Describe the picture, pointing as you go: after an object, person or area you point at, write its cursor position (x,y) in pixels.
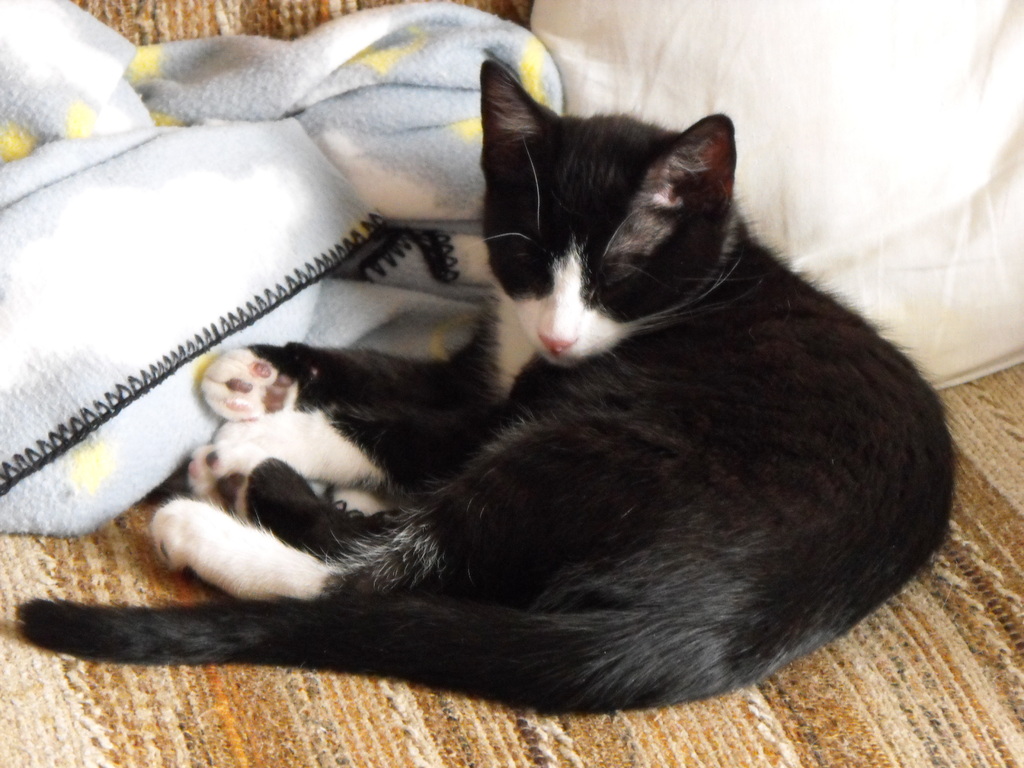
In this image, we can see a cat (561,162) on the mat (661,750). There are clothes (727,69) in the middle of the image (415,310).
